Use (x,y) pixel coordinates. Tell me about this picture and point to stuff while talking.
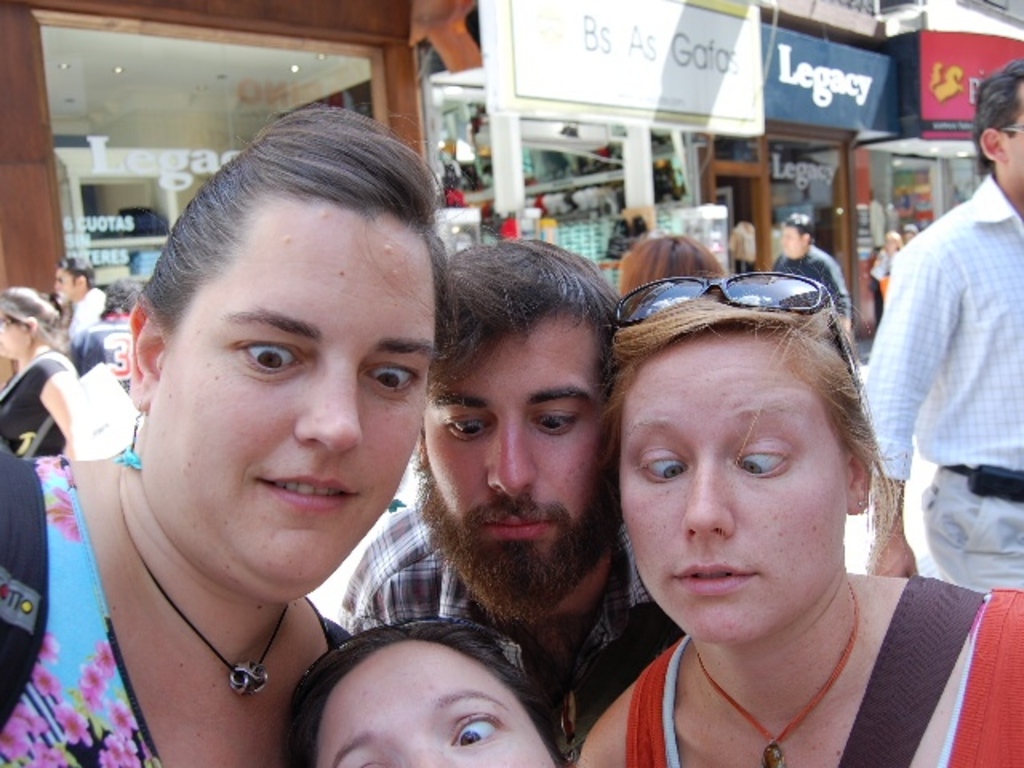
In this picture there are people (698,358). In the background of the image (763,117) we can see boards (939,78), stores (862,11) and objects (136,219).
